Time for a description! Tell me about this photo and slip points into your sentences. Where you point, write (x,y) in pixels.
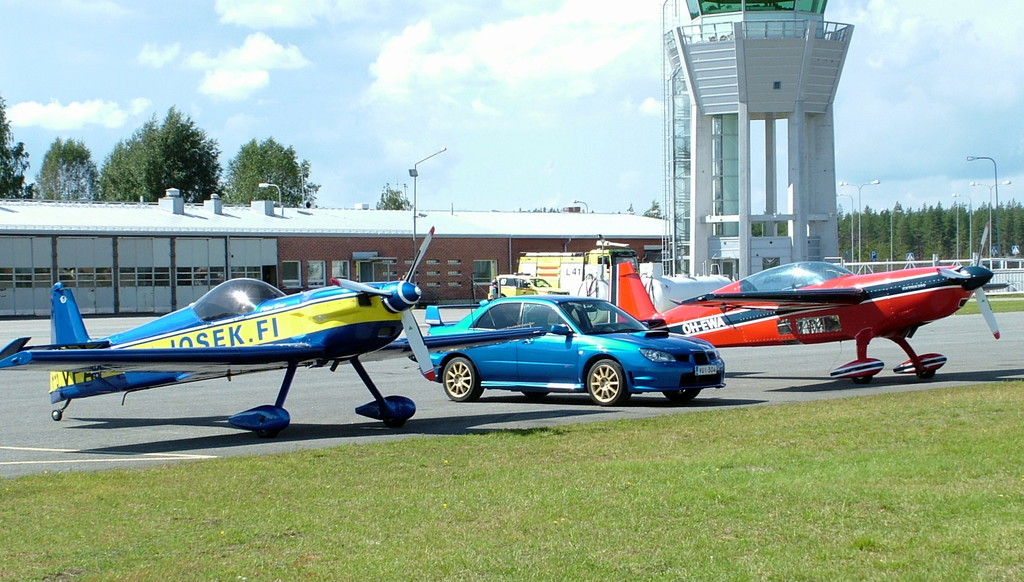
In this image I can see aircrafts (694,316) and a car (677,373). There are poles (987,157) and buildings (728,187) behind them. There are trees (67,197) at the back (273,181) and sky (440,79) at the top (443,79). There is grass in the front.
